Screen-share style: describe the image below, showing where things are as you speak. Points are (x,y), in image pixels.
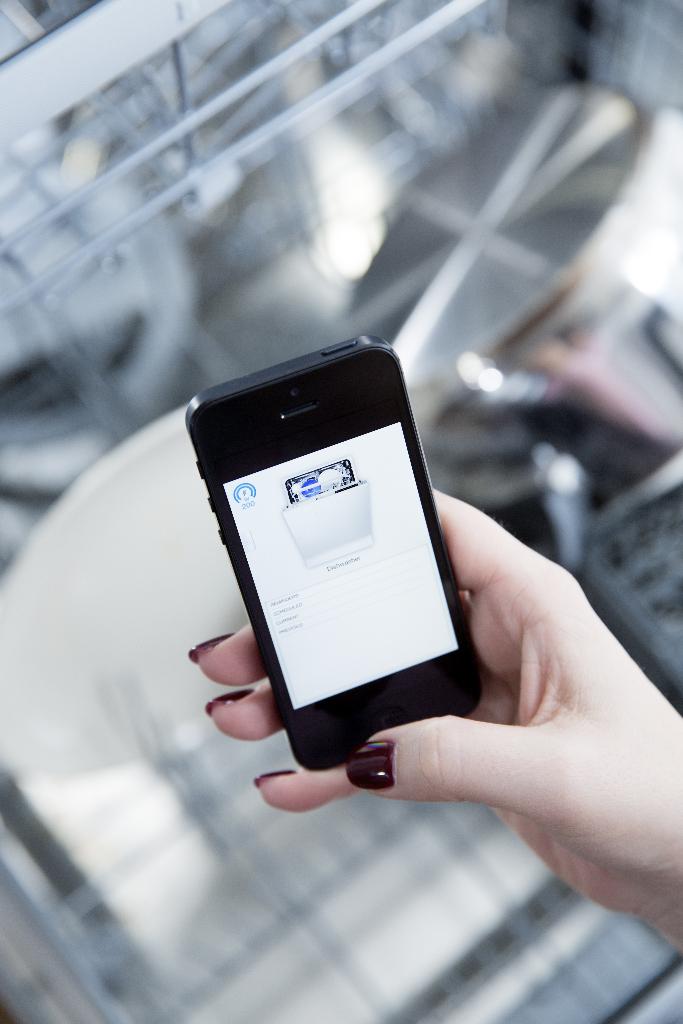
In this picture we can see a person's hand (676,818) is holding a mobile (343,406) and in the background (194,821) we can see rods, some objects (679,197) and it is blurry.
